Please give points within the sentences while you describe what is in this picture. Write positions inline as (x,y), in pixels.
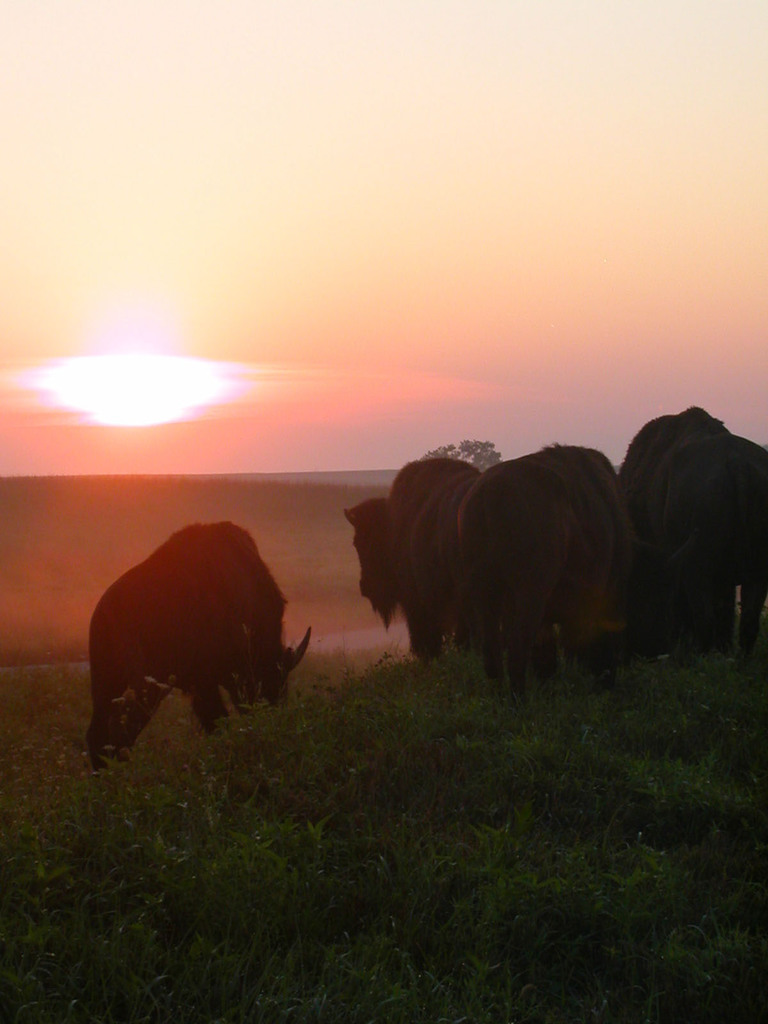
At the bottom of the picture (336,840), we see the grass (315,818). We see the group of animals (456,565) are grazing the grass (277,714) in the field (598,771). In the background (489,454), we see a tree (472,454). At the top (284,159), we see the sky (291,204) and the sun (166,358).
